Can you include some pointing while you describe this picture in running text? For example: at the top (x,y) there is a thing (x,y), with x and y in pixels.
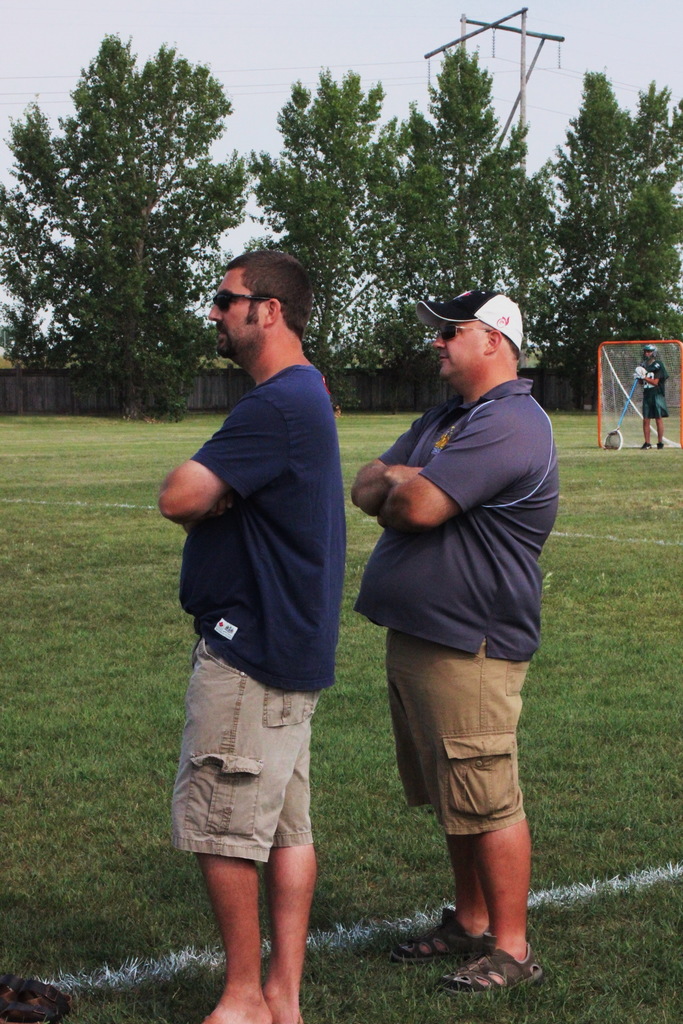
In this image I can see two people (308,819) standing on the ground (134,777). These people (417,562) are wearing the navy blue, brown and ash color dresses (323,636). I can see one person (450,354) with the cap (489,299). To the right (661,442) there is another person (656,375) holding something and I can see the net (602,367). In the background (186,374) I can see the wall (87,406), trees (298,258), pole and the sky (266,63).
